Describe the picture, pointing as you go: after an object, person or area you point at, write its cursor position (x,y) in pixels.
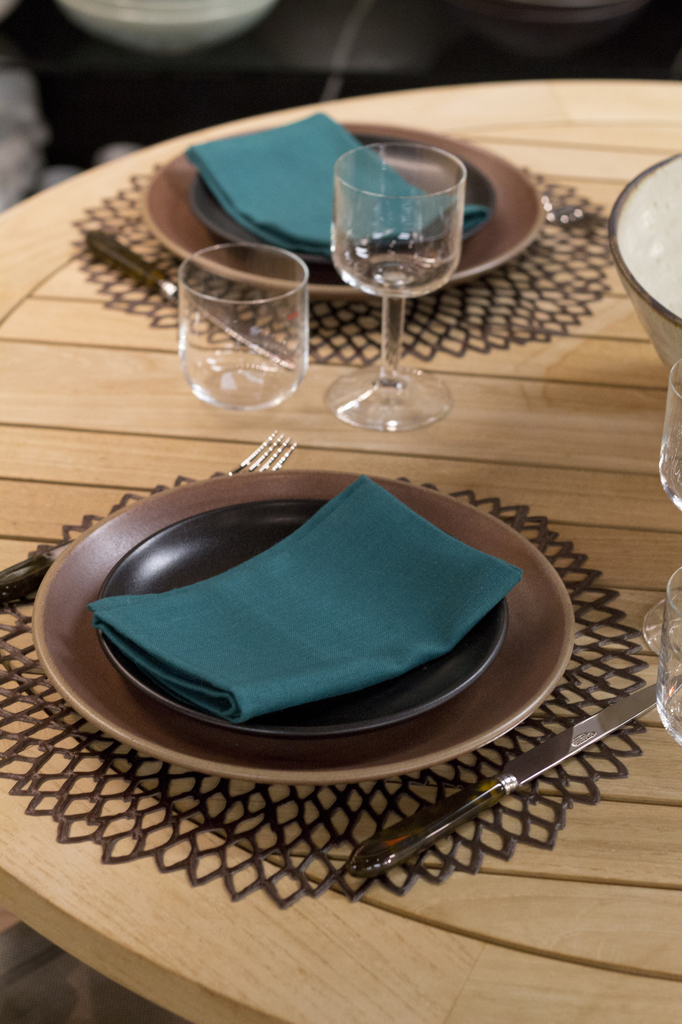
in the picture there is table (225,420), on the table (135,475) there are some glasses (355,194) forks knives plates (481,646) and a cloth (267,212) on it.
